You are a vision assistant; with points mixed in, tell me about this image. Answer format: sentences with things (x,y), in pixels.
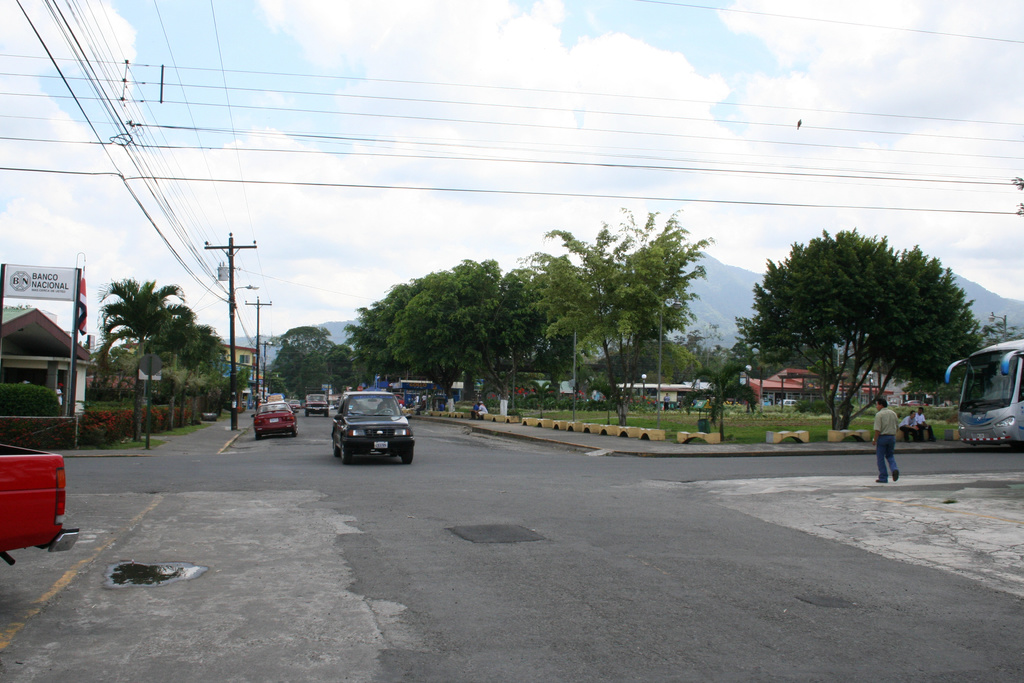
In this picture I can observe some cars (384,408) on the road (444,477). On the right side (895,478) there is a man (880,441) walking on the footpath (855,450). In the background (303,341) I can observe some trees (361,345) and clouds (351,231) in the sky (296,235).
